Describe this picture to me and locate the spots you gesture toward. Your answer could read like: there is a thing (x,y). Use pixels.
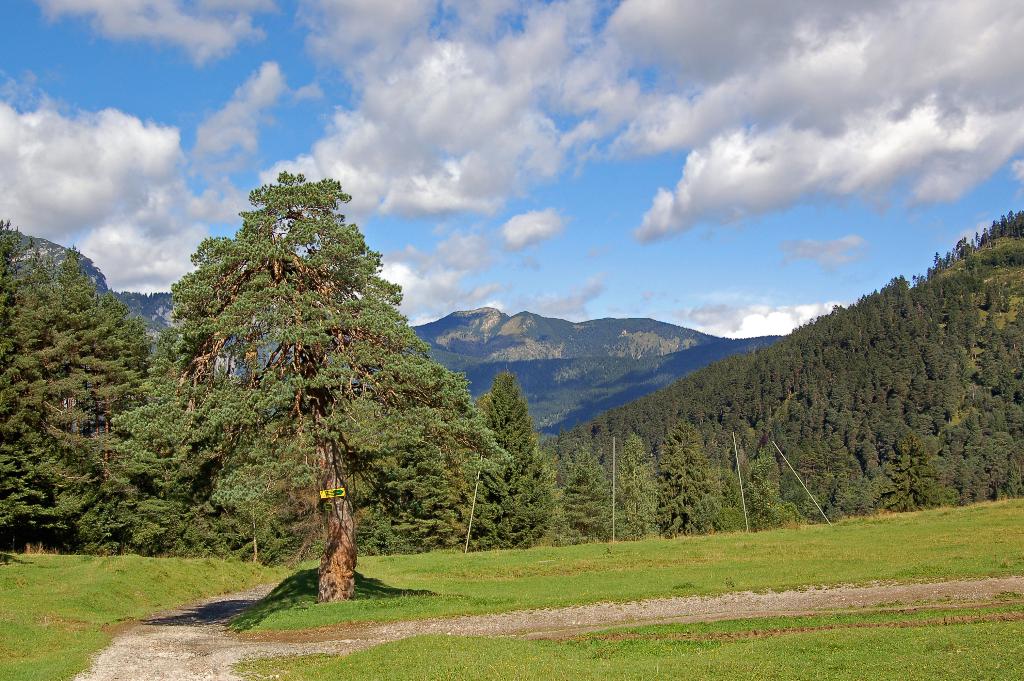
In this image I can see an open grass ground (430,560) and number of trees (323,596). I can also see shadows (298,581) on the ground (48,570) and in the centre of this image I can see few poles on the ground (638,560). In the background (651,265) I can see mountains (628,323), clouds (766,8) and the sky (908,217).
